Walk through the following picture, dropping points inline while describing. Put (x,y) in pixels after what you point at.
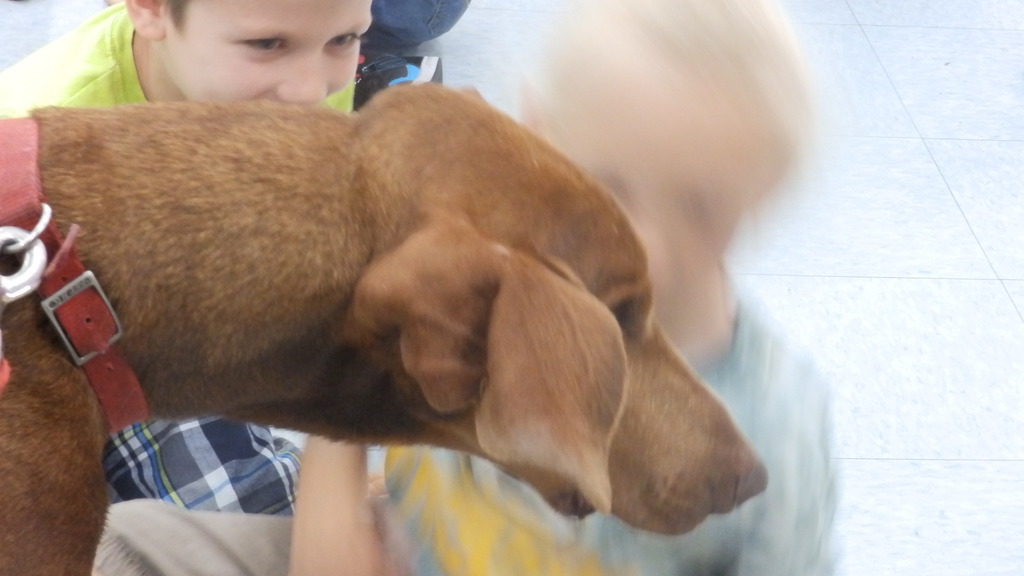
In this image I can see a brown color dog (179,222). Back I can see few people (622,119) wearing different dresses (230,473) and white surface (861,58).
